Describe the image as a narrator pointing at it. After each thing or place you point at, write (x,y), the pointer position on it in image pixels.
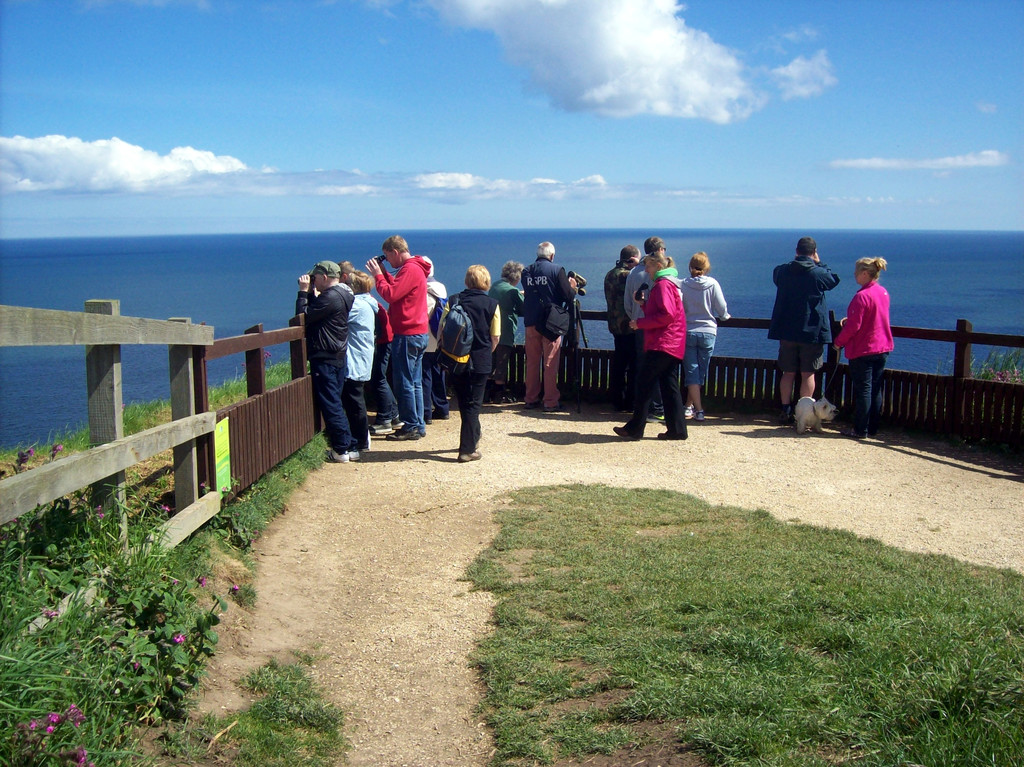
In this image I can see number of persons (398,332) standing and I can see few of them (411,272) are holding binoculars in their hands (378,268). I can see some grass (681,631), the ground (419,576), few flowers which are pink in color and a dog (802,427) which is white in color on the ground (811,461). I can see the wooden railing (247,405) and in the background (364,266) I can see the water (223,264) and the sky (265,103).
